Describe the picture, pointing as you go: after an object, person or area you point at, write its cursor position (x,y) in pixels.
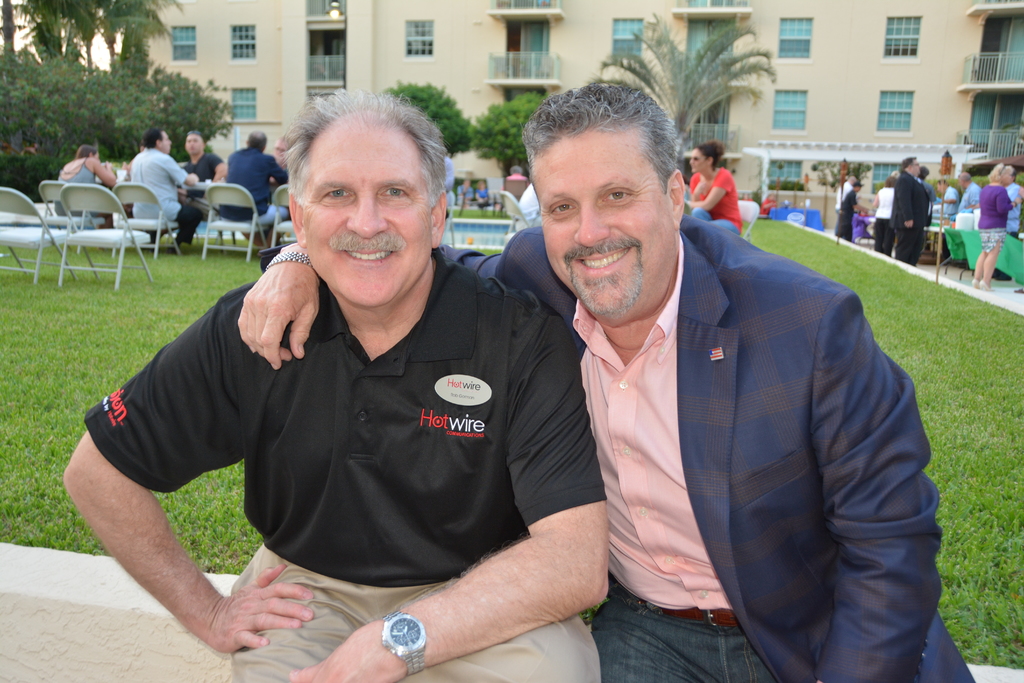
In front of the picture, man (354,415) in black t-shirt (391,430) and man (593,358) in blue blazer (752,446) are sitting on a ledge (126,631) and both of them are laughing. Behind them, we see many people (231,208) sitting on chair (84,201) in front of table (196,180) and behind them, we see building (397,42) and trees (53,38).
